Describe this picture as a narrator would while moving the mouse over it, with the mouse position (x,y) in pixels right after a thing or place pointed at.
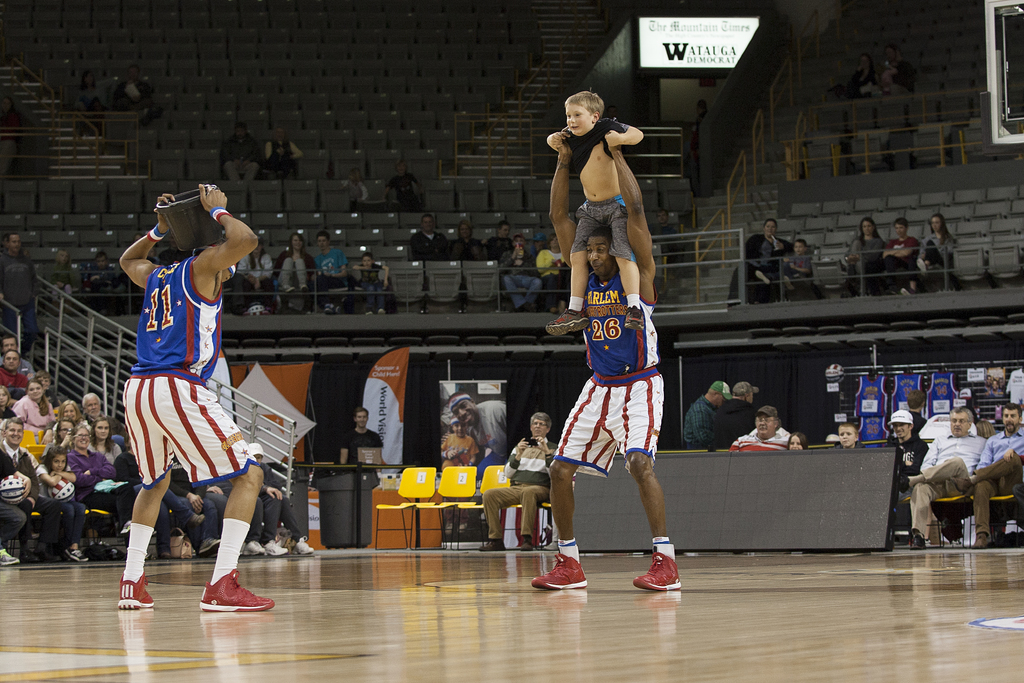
This picture might be taken in a stadium (371,338), in this image in the foreground (604,273) there are two persons (602,410) standing and one person (603,311) is holding one boy (607,169) and another person (170,326) is holding some pot (176,233). In the background (550,486) there are a group of people (925,460) sitting, and there is a railing (116,359) and some chairs (1019,214) and boards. On the boards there is some text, at the bottom (776,626) there is floor (202,576).
